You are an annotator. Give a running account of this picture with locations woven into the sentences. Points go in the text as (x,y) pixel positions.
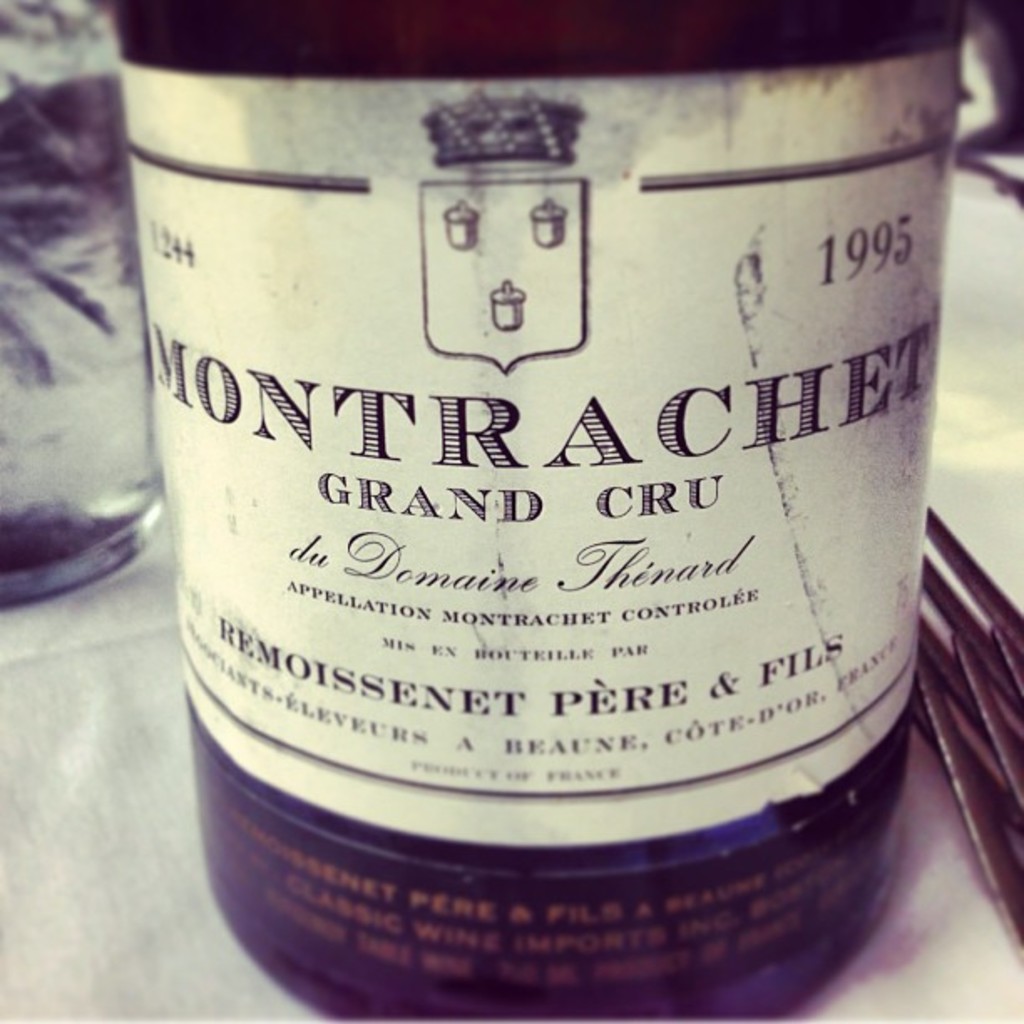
There is a glass bottle (665,313) which has a label (647,205) on it.
